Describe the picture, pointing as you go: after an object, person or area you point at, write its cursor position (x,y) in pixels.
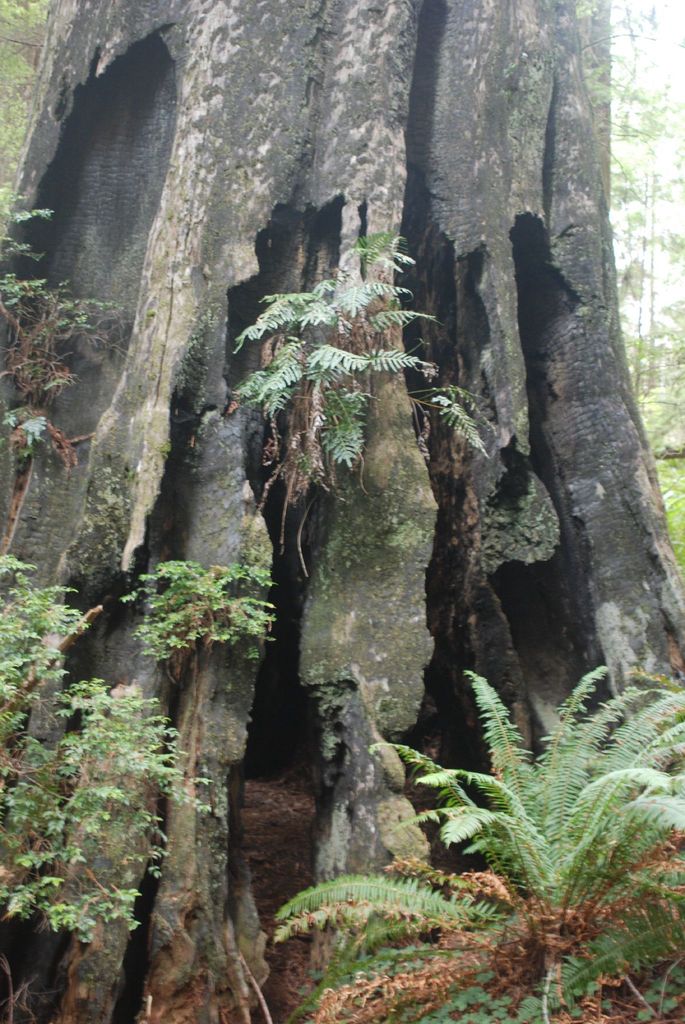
In this image I can see the trees (123,421). In the background (676,171) I can see the sky (662,142).
